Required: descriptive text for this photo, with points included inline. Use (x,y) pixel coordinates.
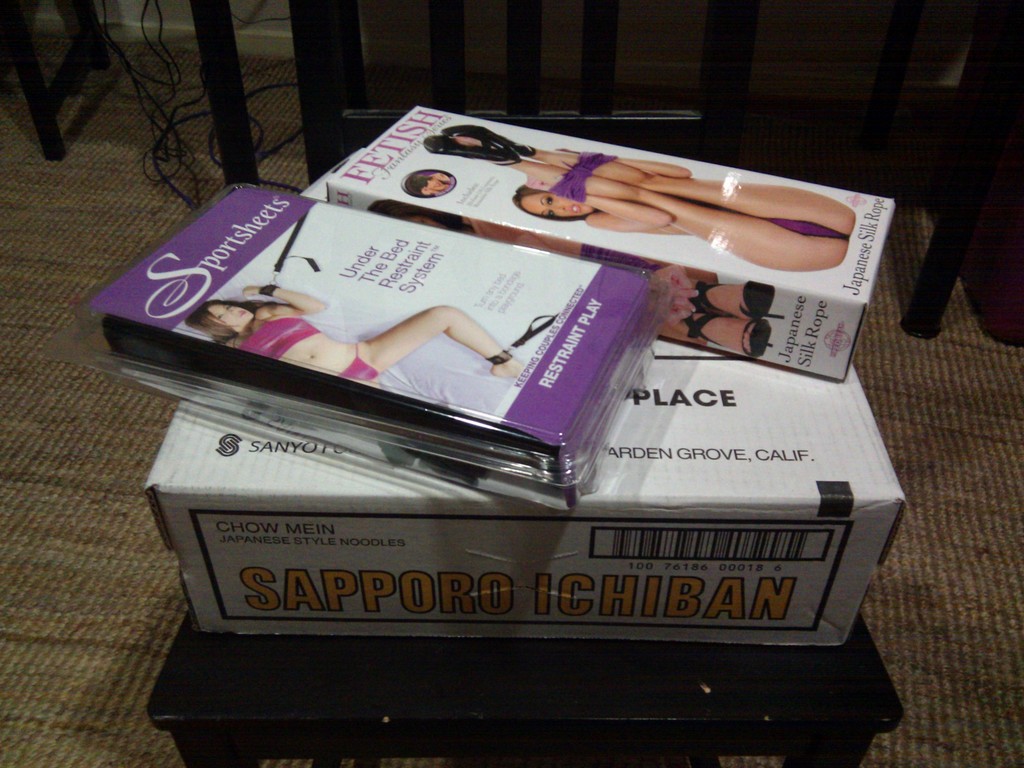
In this picture we can see three boxes (428,624) on a chair (532,644), wires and some objects (51,111) on the floor (974,542).
